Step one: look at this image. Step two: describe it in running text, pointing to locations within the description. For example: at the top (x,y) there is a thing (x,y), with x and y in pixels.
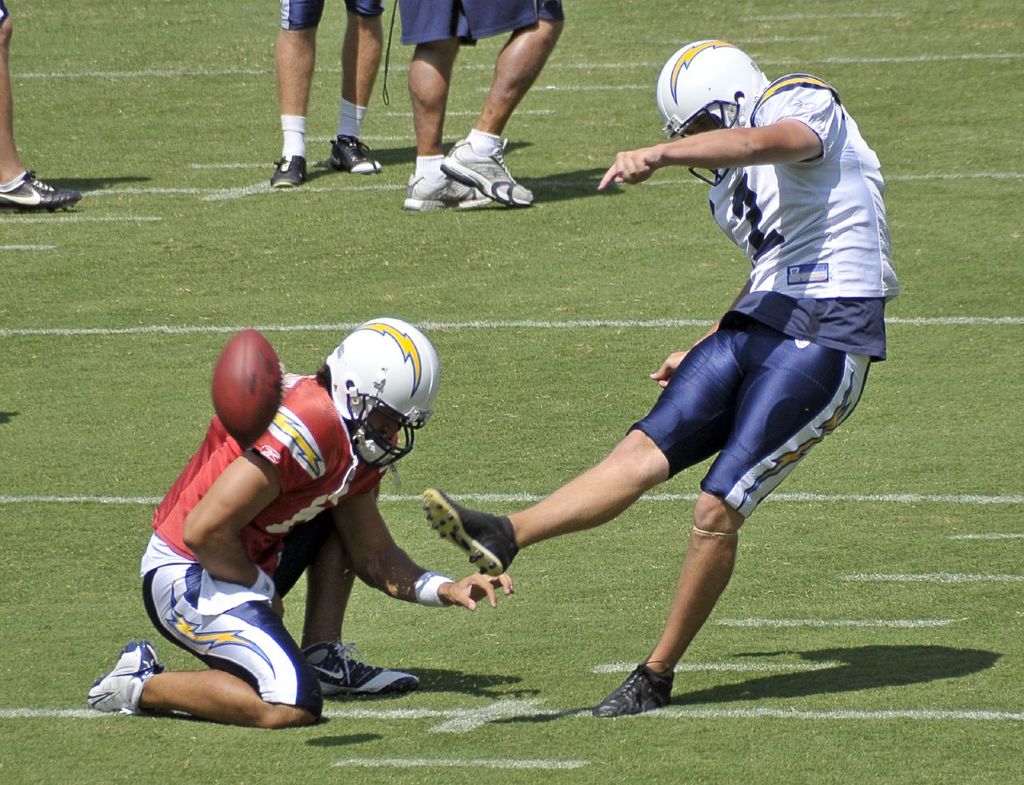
In this picture I can observe two football players (778,179) in the ground (385,298). I can see white and red color jerseys (786,211). Both of them are wearing white color helmets (359,441) on their heads (393,432). On the left side (249,430) there is a maroon color football (231,390). In the background (0,69) there are some players (425,100) standing in the ground (254,98).
